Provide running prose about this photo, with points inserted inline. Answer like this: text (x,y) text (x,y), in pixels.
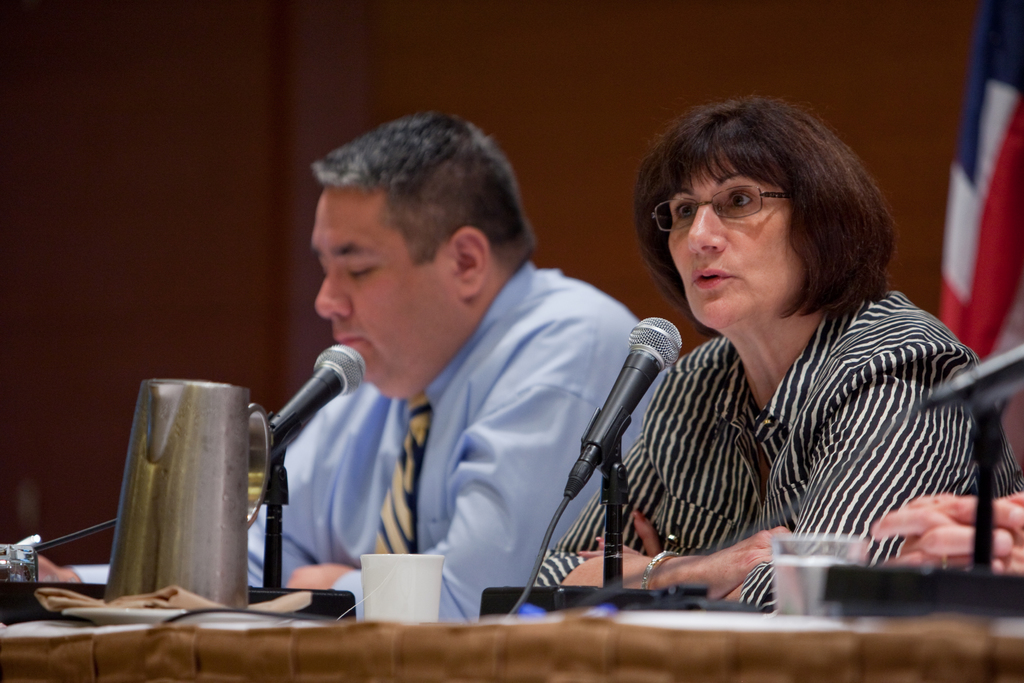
In this image I can see on the right side (764,424) a woman (732,472) is sitting and speaking in the microphone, she wore shirt (869,427), spectacles (681,205). Beside her a man (475,406) is also sitting, he wore shirt (387,472), trouser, there are glasses (411,593) and microphones (604,601) on this table (509,673).
